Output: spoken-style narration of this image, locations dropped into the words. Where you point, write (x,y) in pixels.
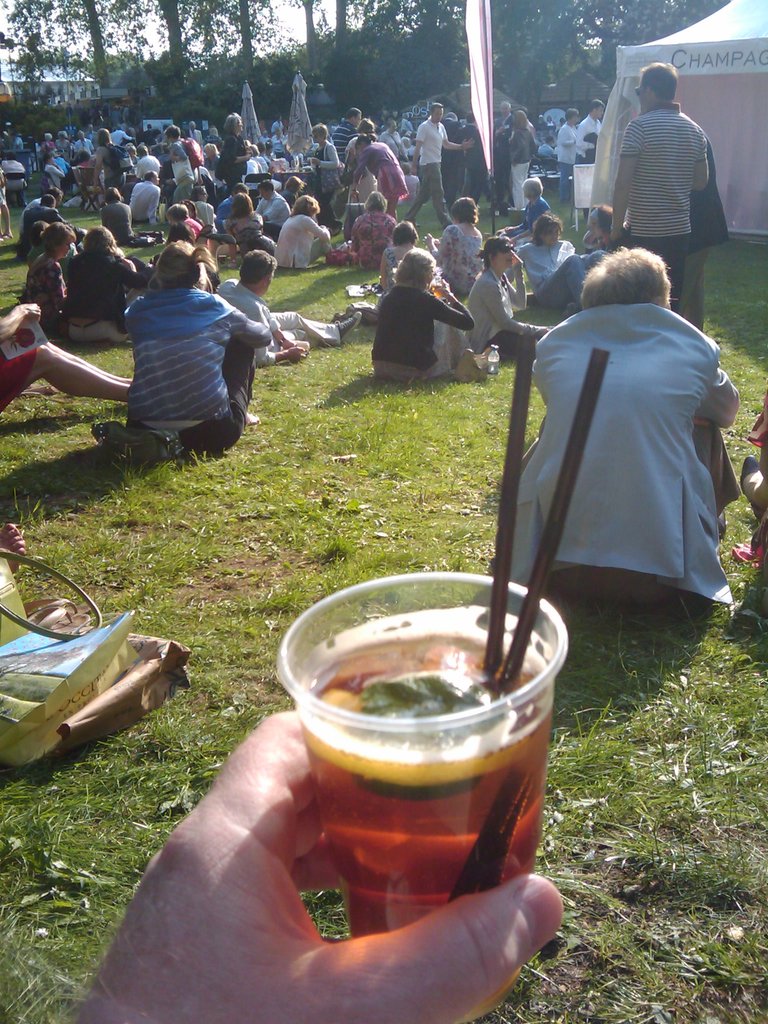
In the center of the image (484,345) we can see people (149,178) sitting and some of them are standing. At the bottom (262,957) there is a person's hand (252,924) holding a glass (516,812) containing a drink (432,743). In the background (437,42) there are flags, tent (738,86) and trees (273,66).
